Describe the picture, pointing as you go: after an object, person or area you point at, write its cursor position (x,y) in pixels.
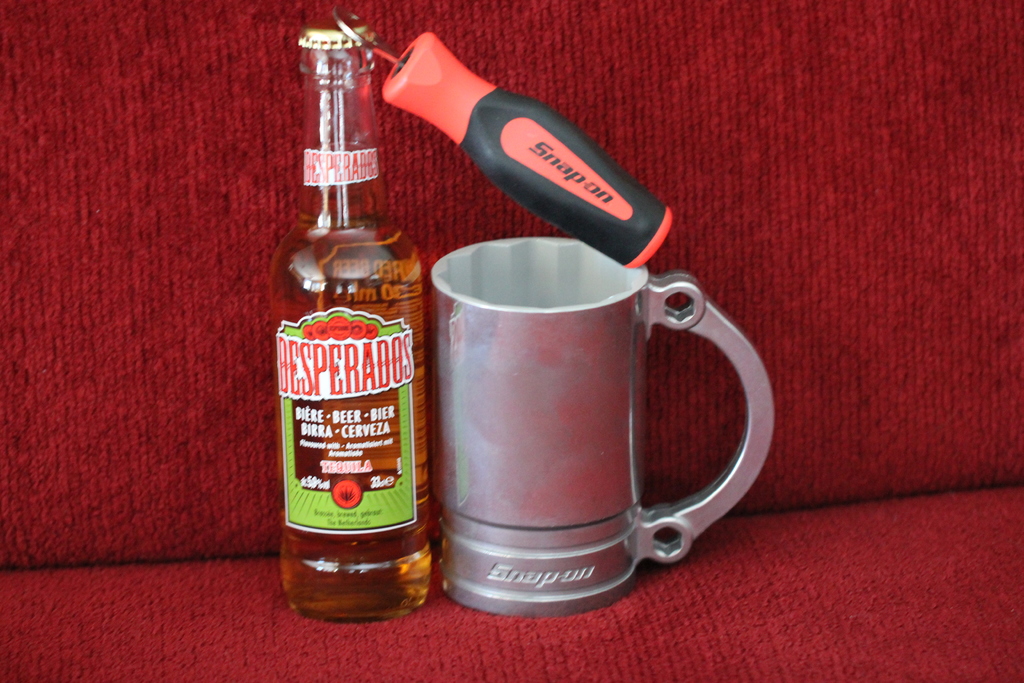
Here we can see a beer bottle (385,198), a opener (348,25) and a mug (601,448) on a sofa (828,564).
